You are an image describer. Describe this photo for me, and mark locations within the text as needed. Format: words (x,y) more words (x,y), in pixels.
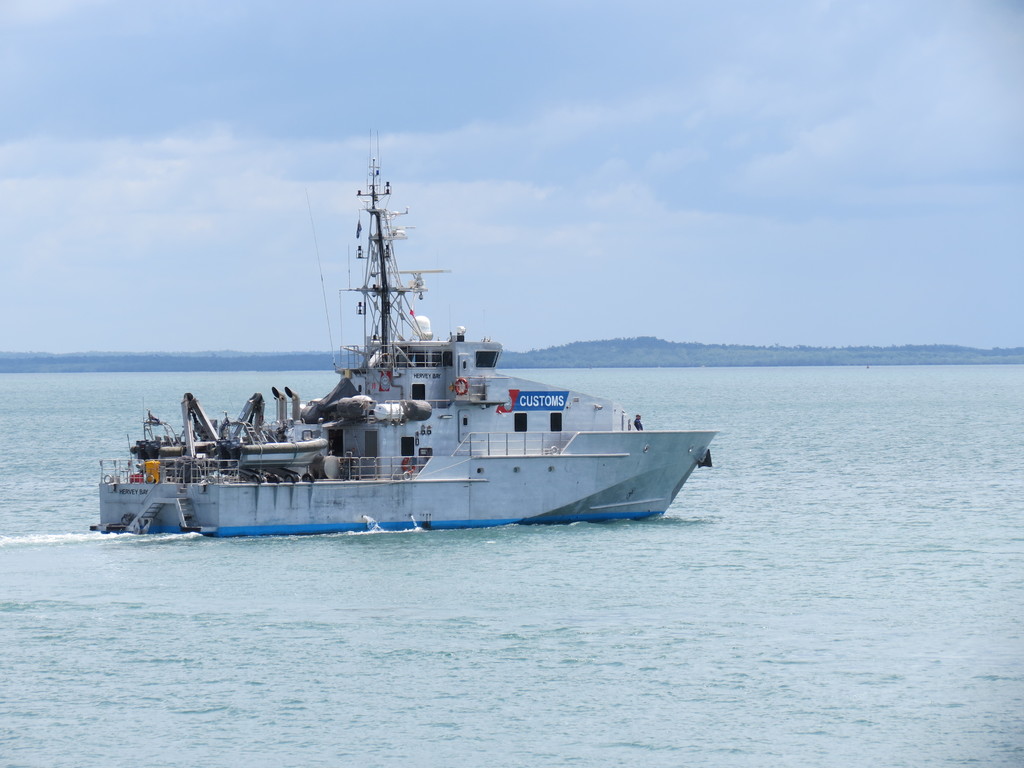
In this image we can see an ocean (573,584), a ship (364,440) is moving on ocean (605,569). The sky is full of clouds (219,214).
